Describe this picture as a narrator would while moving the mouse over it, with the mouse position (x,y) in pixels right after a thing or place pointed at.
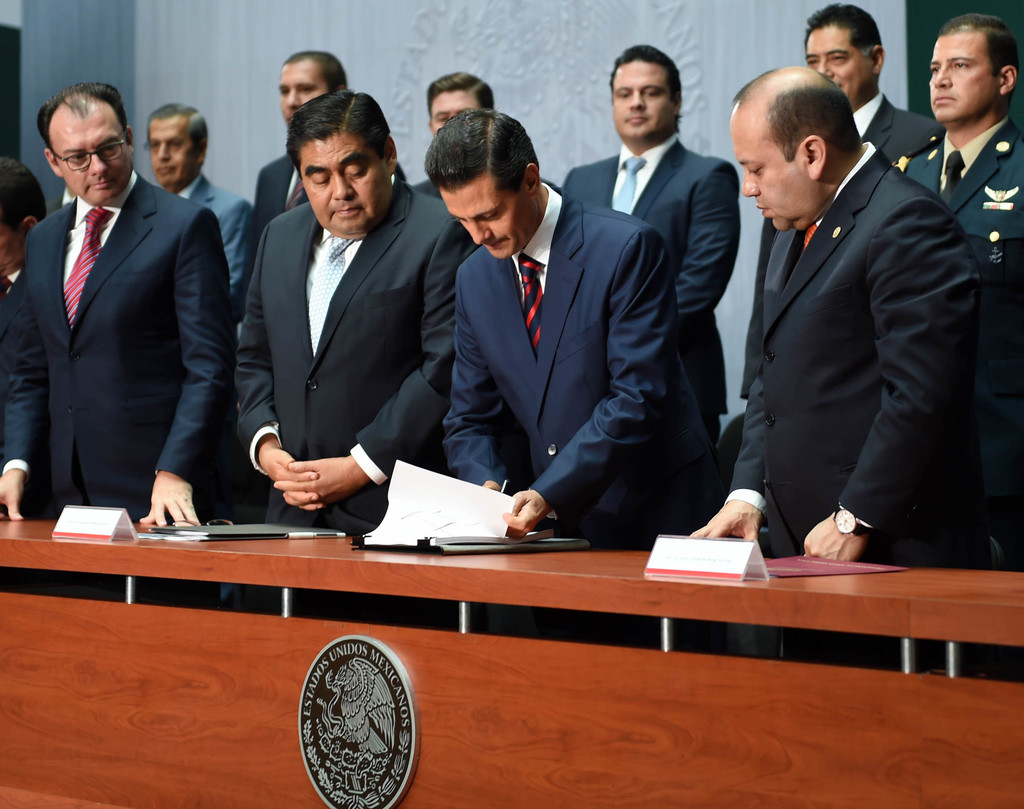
In this image I can see group of people (646,421) standing. In front (528,238) the person (633,385) is wearing blue blazer (619,335), white shirt (529,252) and red color tie (531,277). In front (451,543) I can see few papers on the table (430,573), background (548,24) the wall (423,17) is in gray color.
